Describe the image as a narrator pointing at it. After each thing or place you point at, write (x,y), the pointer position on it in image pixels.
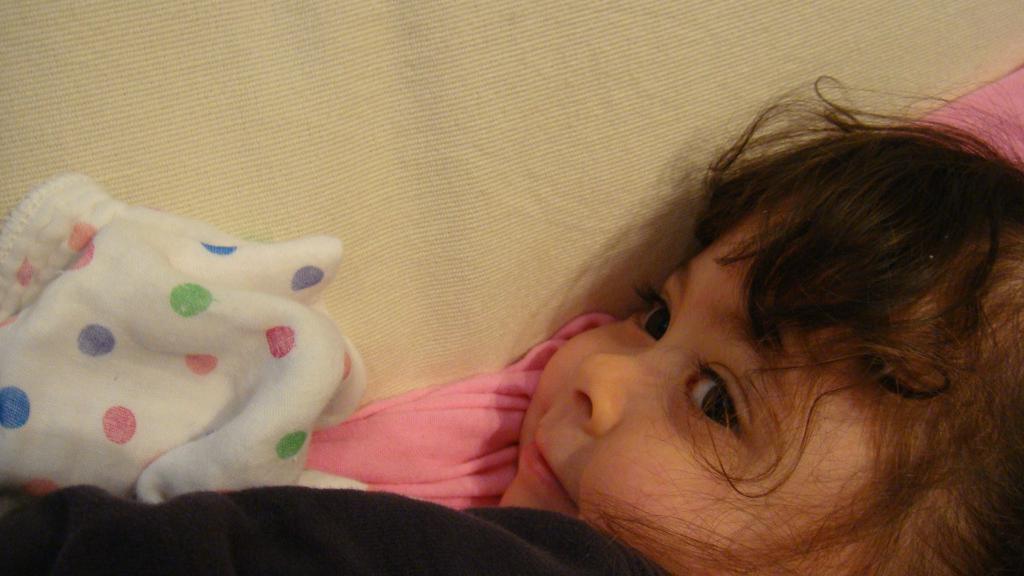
In this image, we can see a kid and there is a bed sheet (383,303).
